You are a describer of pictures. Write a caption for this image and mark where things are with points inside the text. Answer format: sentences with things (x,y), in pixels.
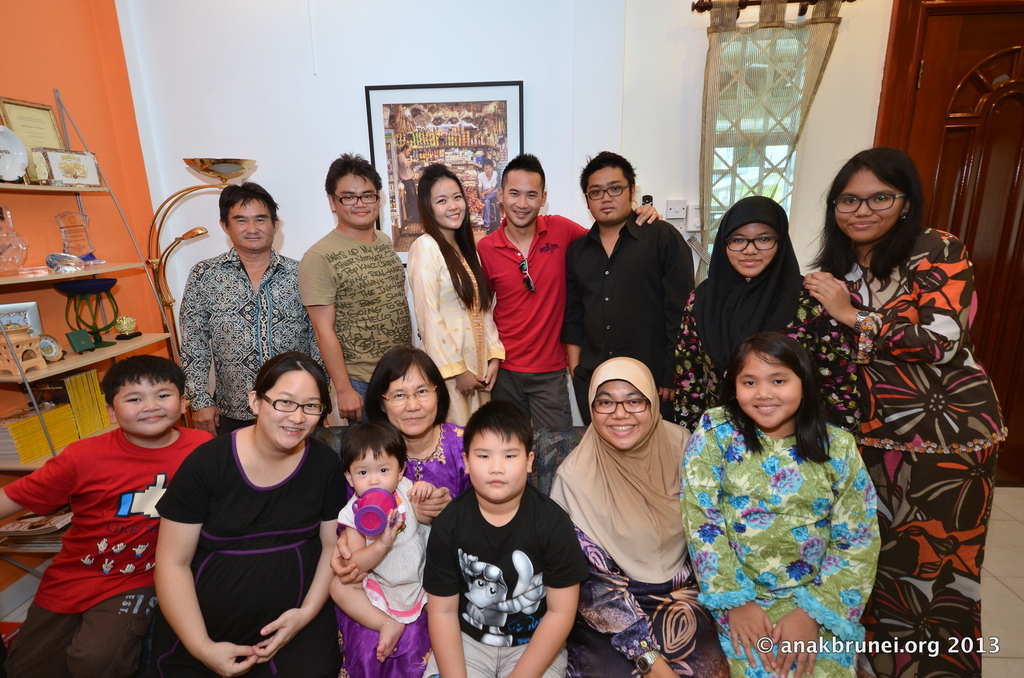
In the picture we can see group of people (555,366), some are sitting and some are standing, posing for a photograph, on left side of the picture (78,348) there are some objects (28,146) which are arranged in the shelves (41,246) and in the background of the picture (480,171) there is a photo (504,132) which is attached to the wall (329,25), there is a door (933,105).
